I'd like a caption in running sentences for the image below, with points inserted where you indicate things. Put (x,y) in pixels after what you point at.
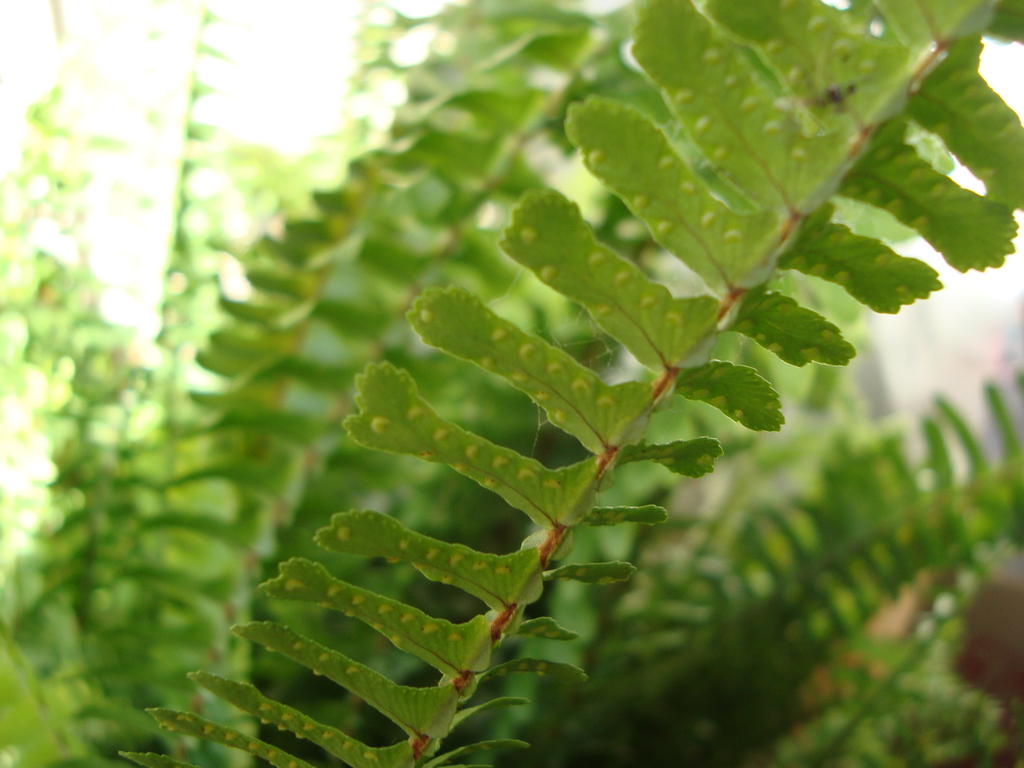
In this image I can see few plants (373,463) in green color and the sky (301,40) is in white color.
